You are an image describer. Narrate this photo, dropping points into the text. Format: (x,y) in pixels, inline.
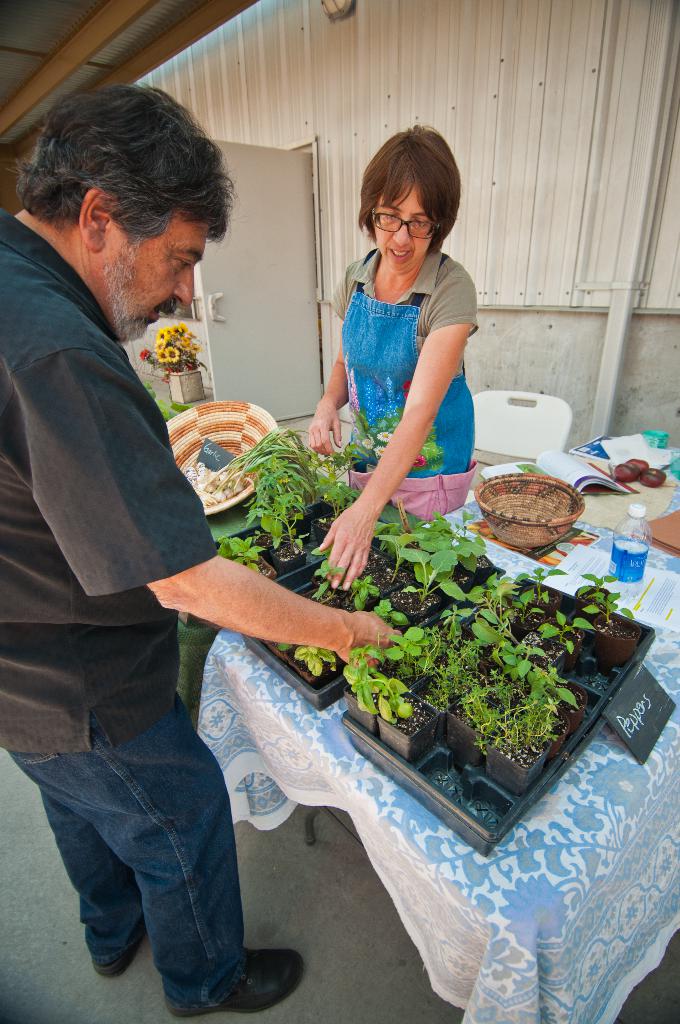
In this picture, we see the woman (368,278) and the men (156,452) are standing. In front of them, we see a table (520,846) on which the trays (395,759) containing the plant pots (496,685), water bottle (638,524), papers (635,593), basket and a small black color board (637,718) are placed. He might be buying the plant pot (356,671). Beside that, we see a table (642,489) on which papers (582,471) and some other objects (663,524) are placed. Beside that, we see a chair (498,403). Beside that, we see a wall (521,242) and a white door (274,302). Beside the women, we see a chair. In the background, we see the flower pot (184,357). At the top (74,62), we see the roof (111,49) of the building (144,55).
